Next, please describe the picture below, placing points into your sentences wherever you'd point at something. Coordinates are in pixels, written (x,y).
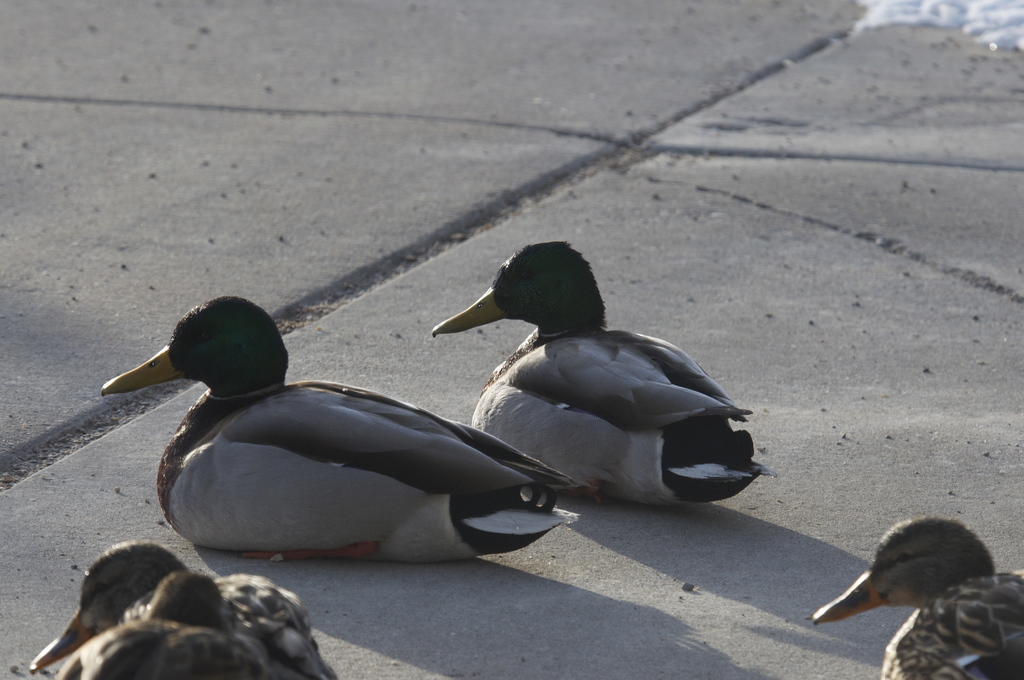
In this image, we can see some birds (606,408) on the ground (855,242). We can also see some white colored object (1014,18) in the top right corner (1005,4).
